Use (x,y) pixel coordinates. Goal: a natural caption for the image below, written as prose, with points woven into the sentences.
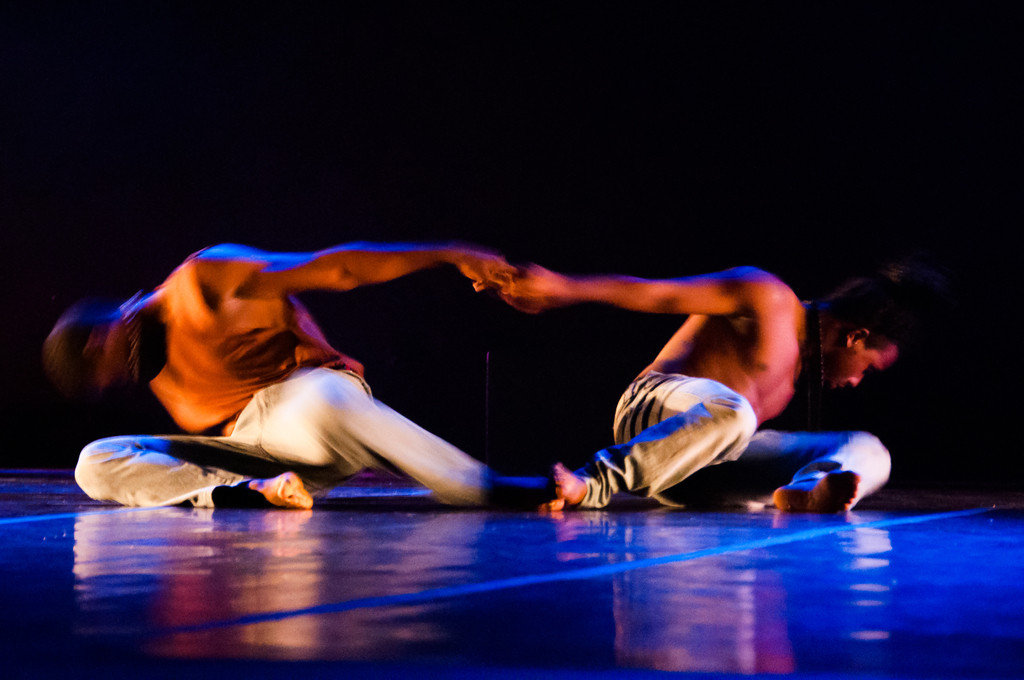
In this picture there are two people (109,379) and there might be dancing. At the bottom (562,607) there is a floor (442,595). At the back (886,157) there is a black background (776,209).
